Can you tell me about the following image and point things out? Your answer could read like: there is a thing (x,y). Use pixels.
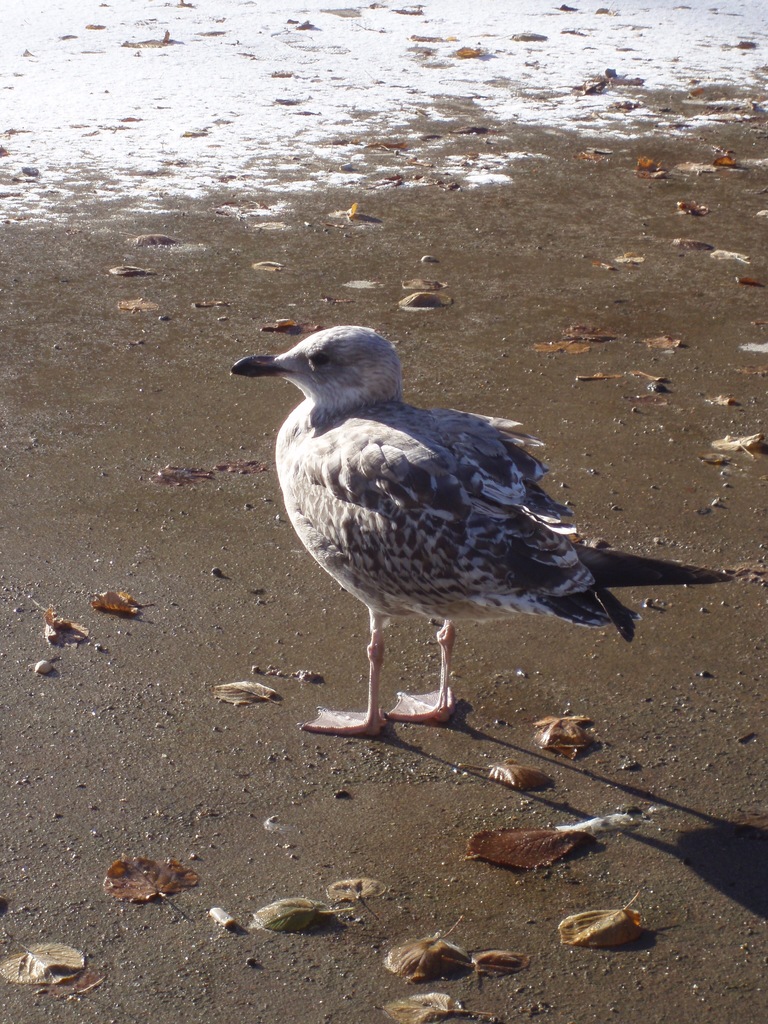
This image consists of a bird (482,467) standing on the ground (385,800). At the bottom (485,850), there are dried leaves (473,850) on the ground (346,753). At the top (362,98), there is snow (482,82).
